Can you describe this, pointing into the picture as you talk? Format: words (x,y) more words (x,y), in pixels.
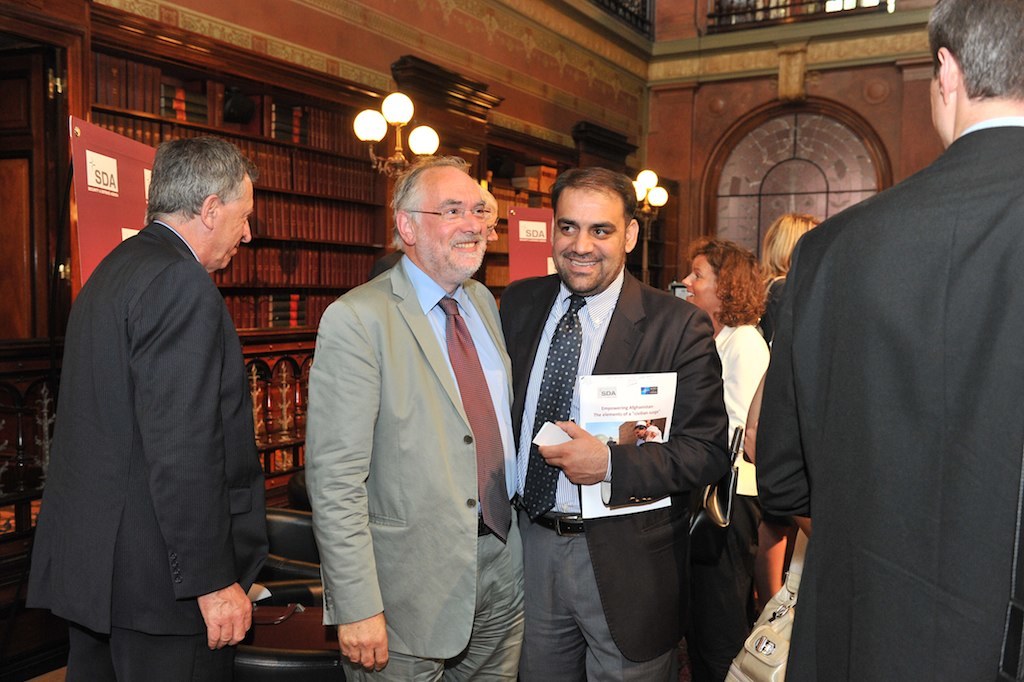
In this image we can see some group of men and women (761,341), men (783,305) are wearing suits (632,545) and in the background of the image (265,242) there are some books (258,265) arranged in the shelves (329,250), there are some lights (644,248), there is a wall (676,144) and door (728,174).
